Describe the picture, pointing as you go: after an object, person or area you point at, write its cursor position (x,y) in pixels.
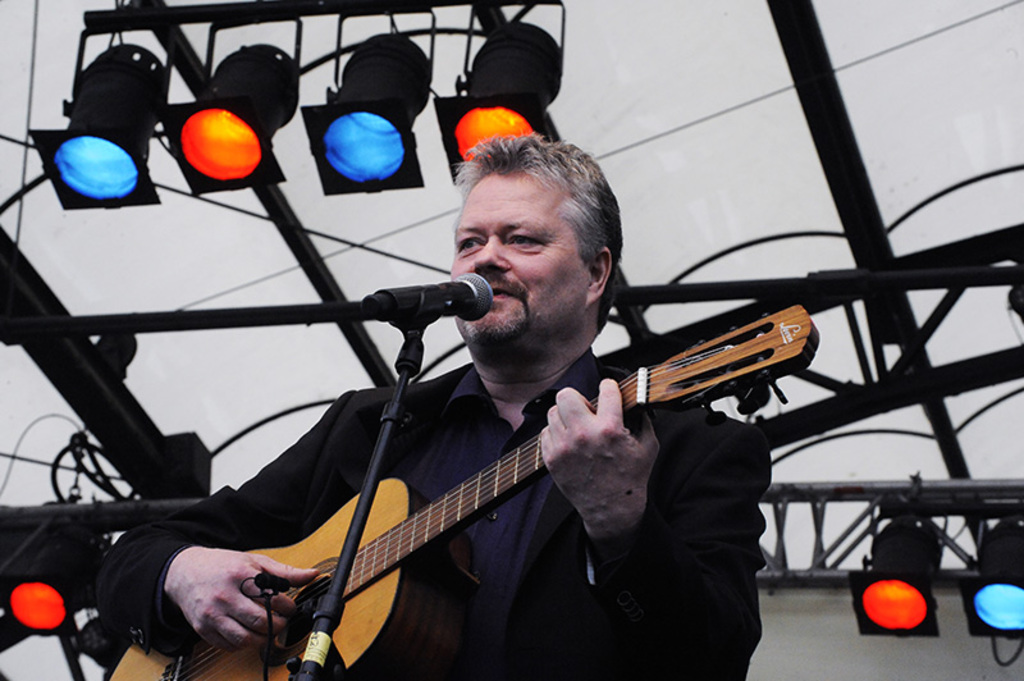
A man (502,317) is holding guitar (399,547) and playing and singing. In front of him there is a mic (440,311) and a mic stand (323,643). In the back (202,151) there are blue and red lights (208,140).
